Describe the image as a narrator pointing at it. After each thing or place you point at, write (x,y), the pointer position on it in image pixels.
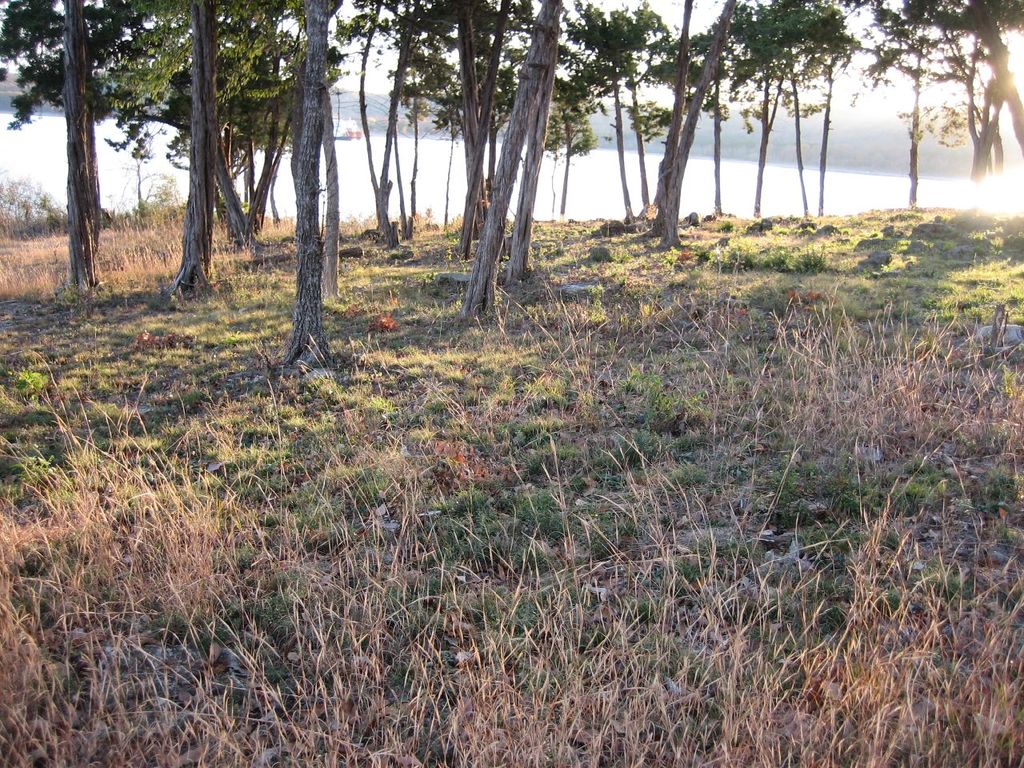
In the image we can see there is a ground (538,351) which is covered with dry grass (333,525) and there are lot of trees (521,217) in the area (521,217). Behind there is a river (560,175).
